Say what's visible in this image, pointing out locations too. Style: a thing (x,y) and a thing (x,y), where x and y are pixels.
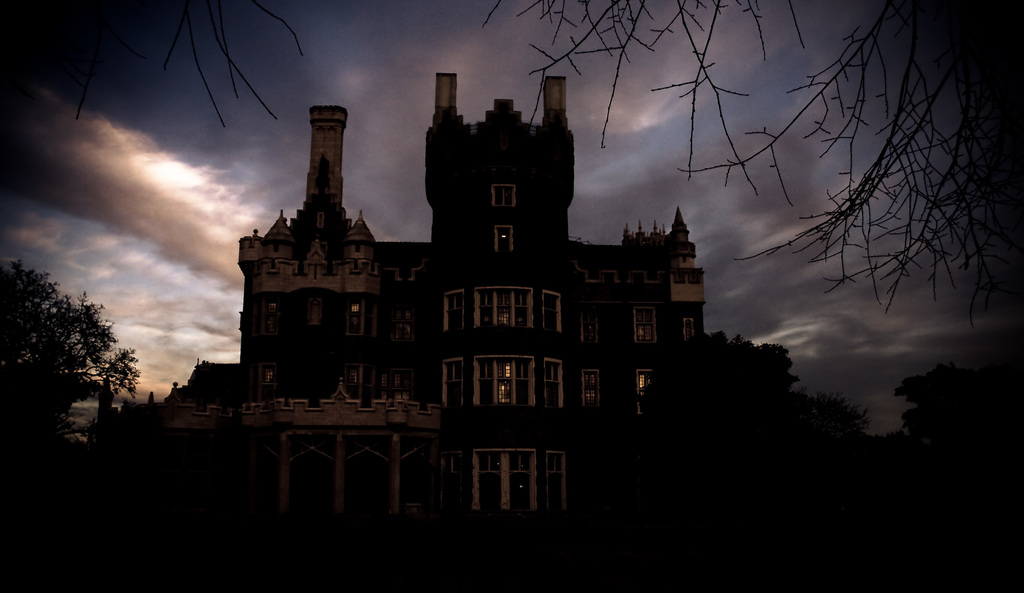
In this picture we can see a building (644,273) with windows (347,389), trees (878,443) and in the background (402,197) we can see the sky (727,97) with clouds (631,221).
